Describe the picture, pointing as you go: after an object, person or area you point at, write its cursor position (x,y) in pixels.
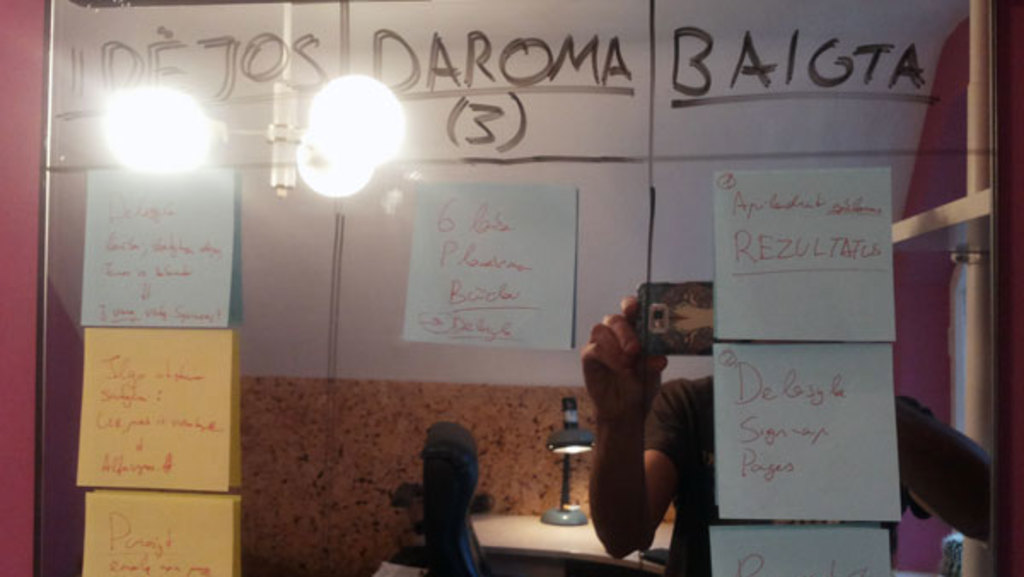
In this picture we can see a person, he is holding a mobile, here we can see posts (546,292), lights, table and some objects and we can see a wall (385,347) in the background (421,344).
